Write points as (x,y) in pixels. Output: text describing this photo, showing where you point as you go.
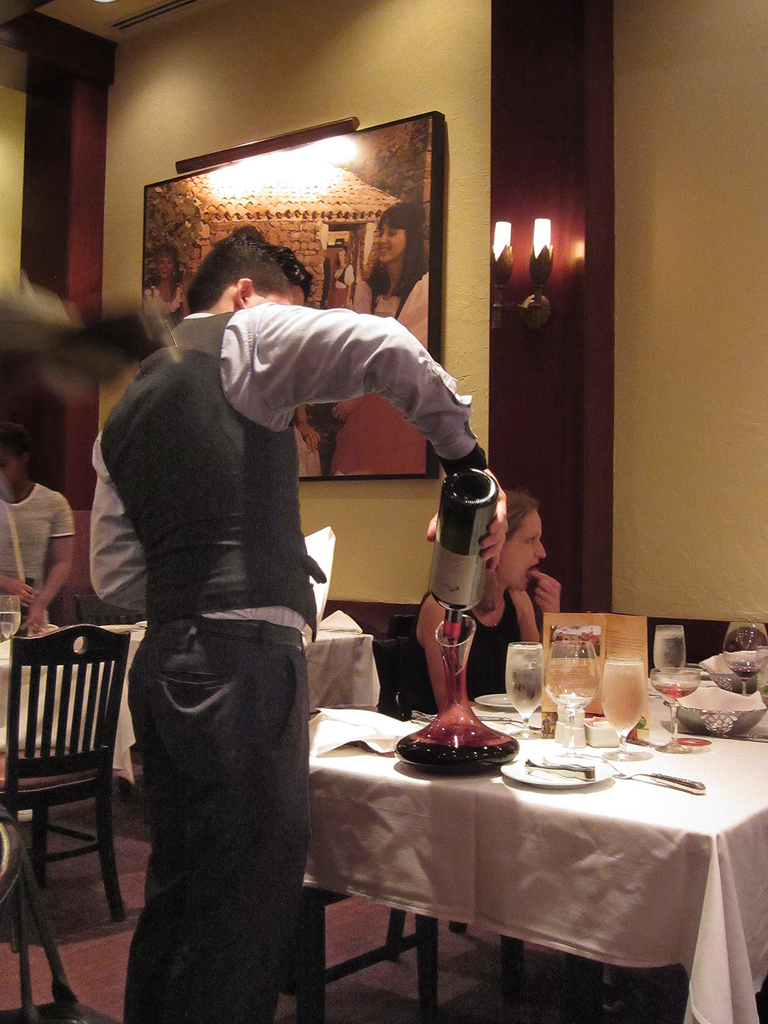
In this picture a guy (284,487) is pouring liquid (468,701) in a designed glass (480,737) kept on a white table (630,829) and there are many glasses (637,702) on the table (652,839). In the background (363,264) we observe a painting (355,272), LED lights (540,249) attached to the wall (536,169).
